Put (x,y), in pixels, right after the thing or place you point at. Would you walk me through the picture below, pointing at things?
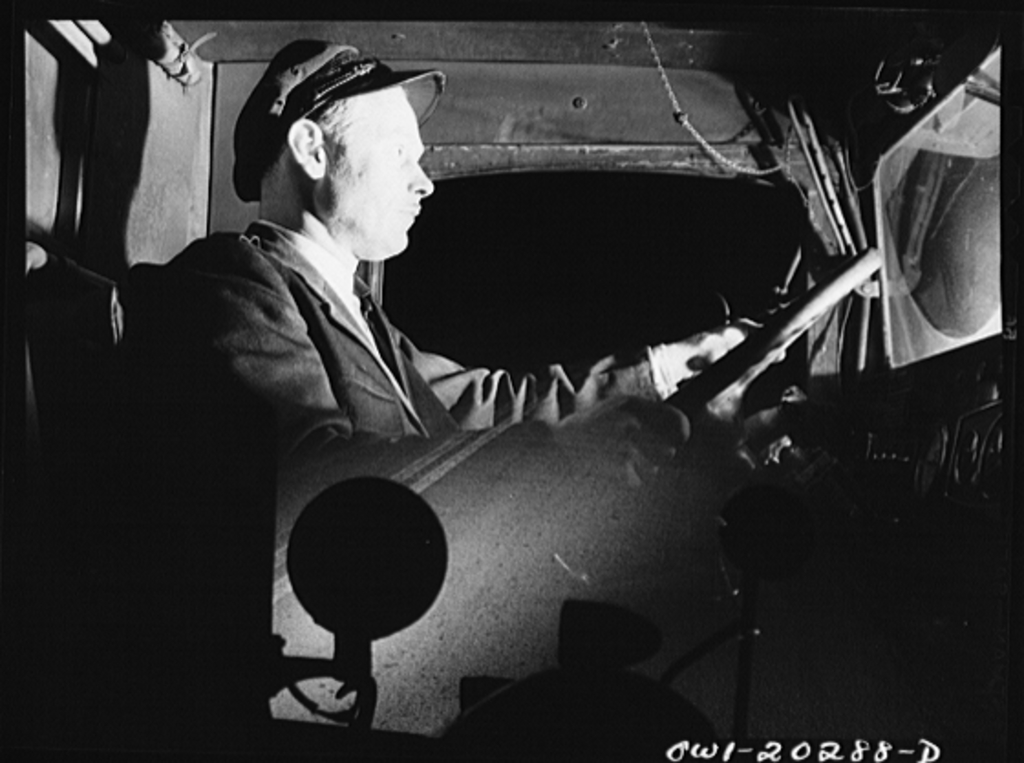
In this picture we can see a person (434,417) is sitting in the vehicle (692,118), on the right side (771,342) we can see steering (790,342), this person (352,348) wore a cap (343,74), it is a black and white image, at the bottom (759,754) there is some text (790,743) and numbers (790,743).
